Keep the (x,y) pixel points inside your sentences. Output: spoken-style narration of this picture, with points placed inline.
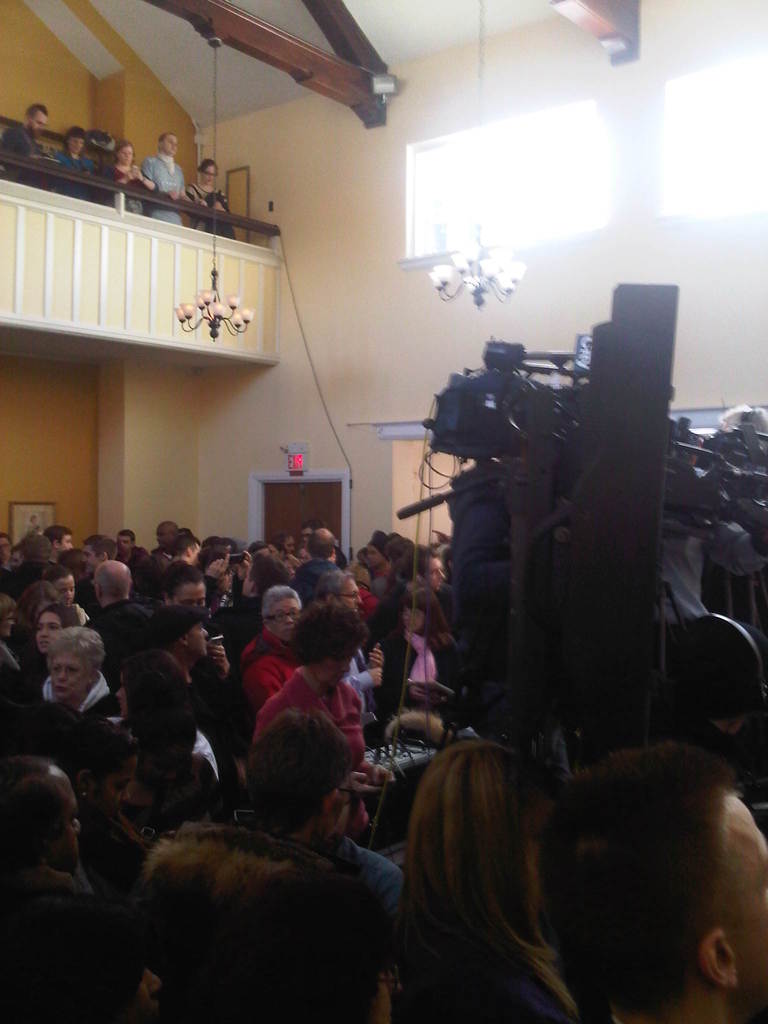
In this image, we can see a crowd (258,720) inside the building (293,373). There is a camera (535,419) on the right side of the image (687,470). There are some persons (70,140) in the top left of the image (31,137) standing on the balcony (115,197). There are chandeliers (217,322) hanging from the ceiling (409,15). There are ventilators (704,110) in the top right of the image (700,162).
